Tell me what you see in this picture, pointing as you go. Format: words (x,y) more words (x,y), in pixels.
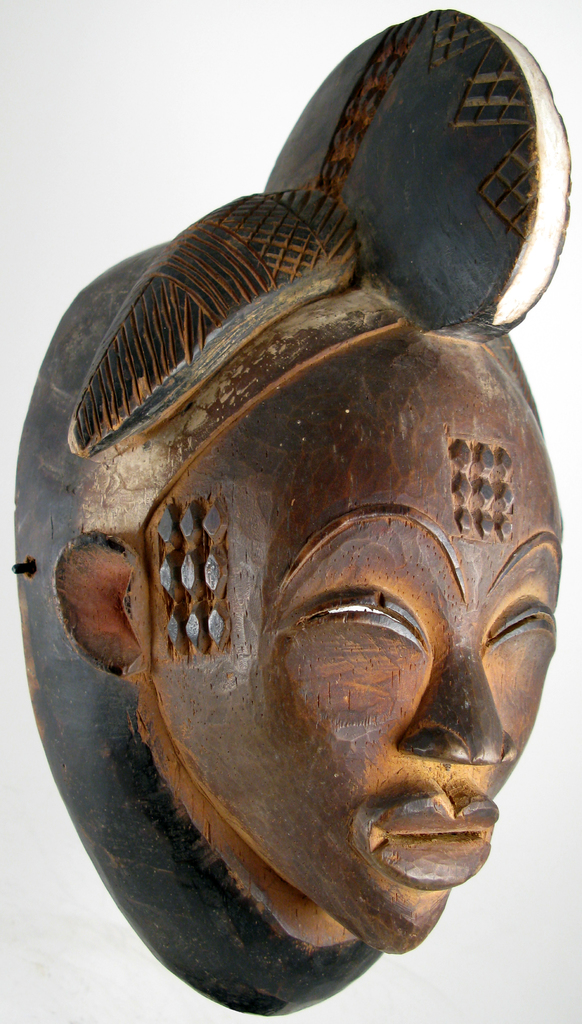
In this image in the foreground (538,191) we can see mask (569,196) made up of wood (435,798).
